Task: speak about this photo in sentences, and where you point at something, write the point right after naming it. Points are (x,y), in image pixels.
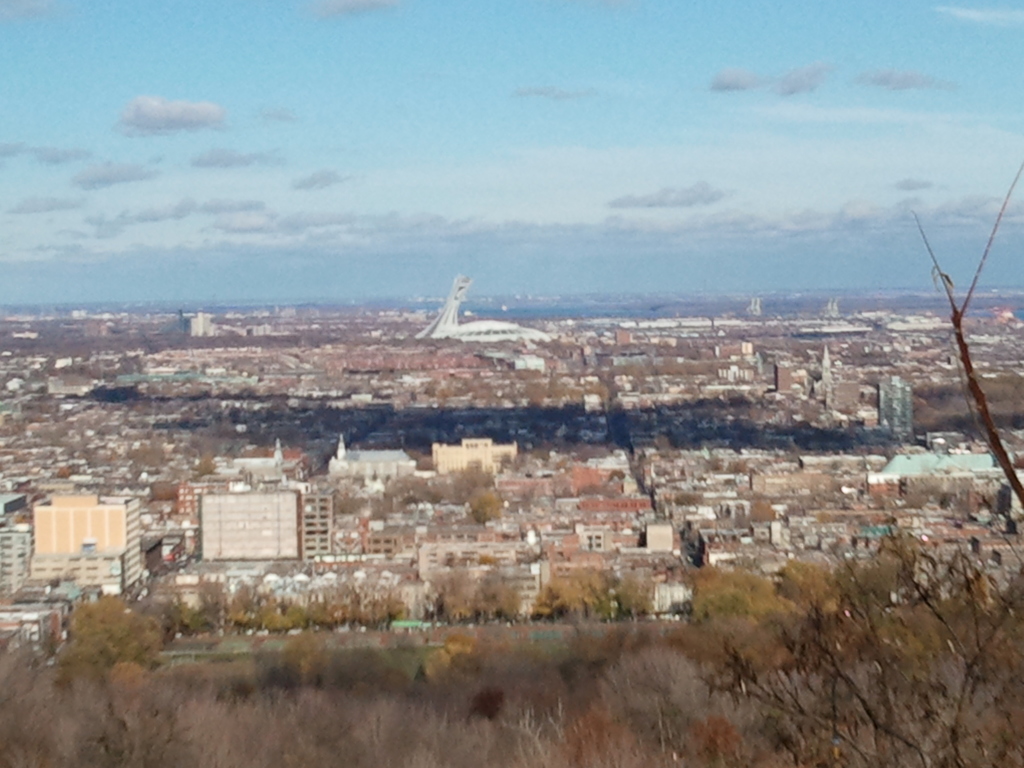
In this picture we can observe city (323,404). There are buildings (302,530) and houses (593,514). We can observe some trees (162,623) and grass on the ground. In the background (418,148) there is a sky (482,149) with some clouds (615,201).
